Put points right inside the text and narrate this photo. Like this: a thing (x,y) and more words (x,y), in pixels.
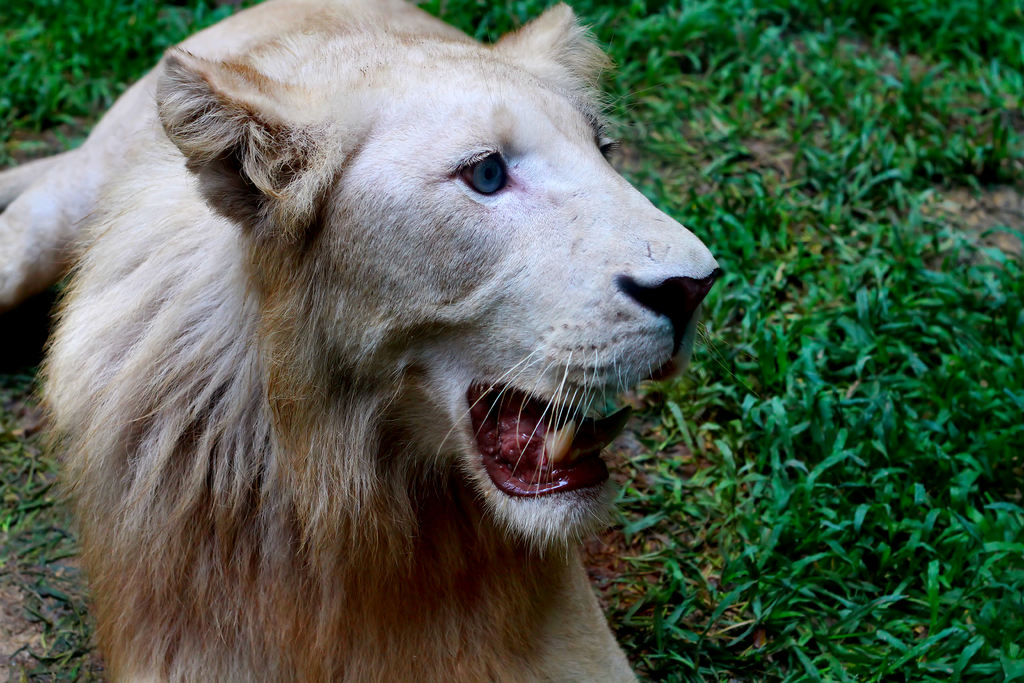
In the image we can see a lion (614,284). Behind the lion (603,117) there is grass (903,26).
